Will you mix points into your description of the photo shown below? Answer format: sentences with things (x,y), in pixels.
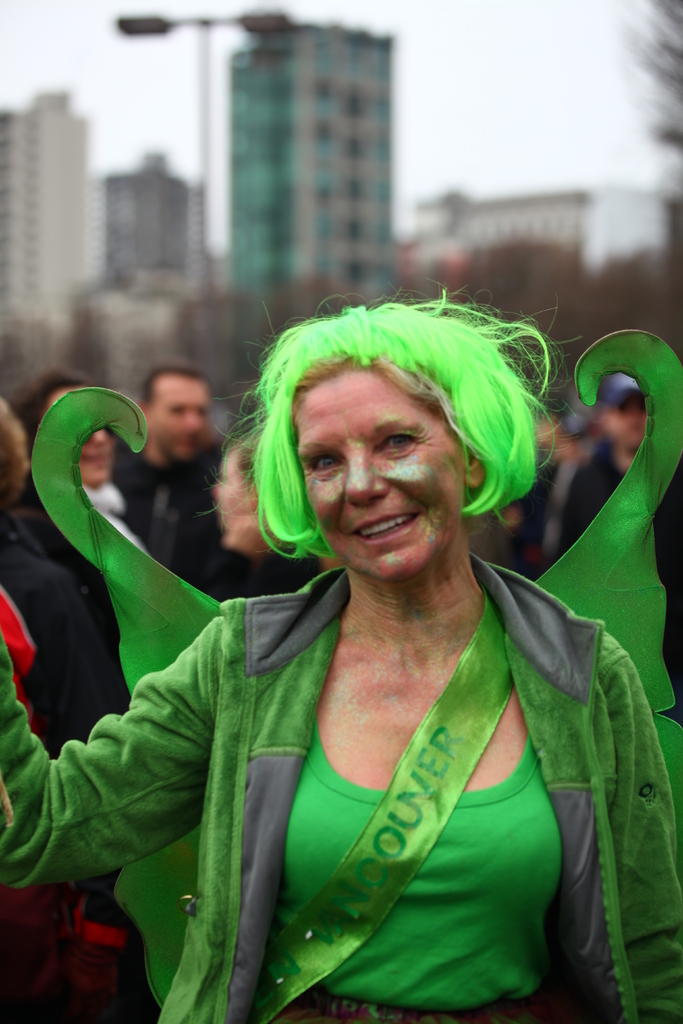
In the picture I can see a woman (169,1020) wearing green color dress (651,1017), green color hair (260,521), different costume (679,764) and face painting (395,565) on her face (372,551) is standing here and smiling. The background of the image (15,587) is slightly blurred, where we can see a few more people (641,428) standing, we can see like poles (220,20), buildings (86,305) and the sky (535,116).
